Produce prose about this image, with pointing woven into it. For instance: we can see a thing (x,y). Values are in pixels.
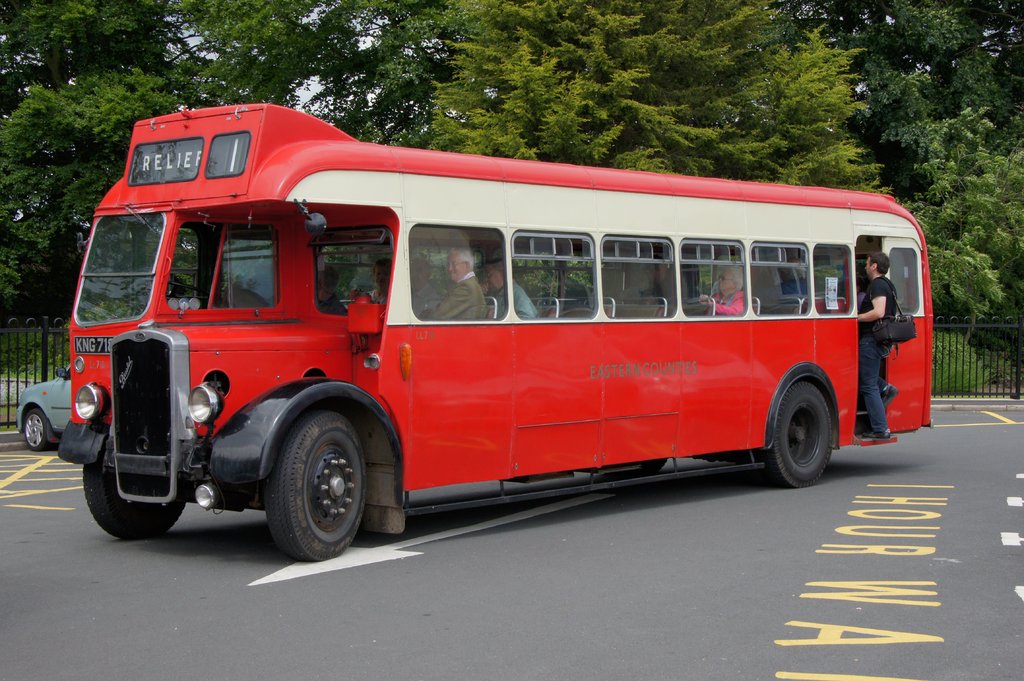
In this image we can see a bus (417,417) on the road (751,485). Inside the bus (566,292) there are few people (883,272). In the back (56,365) there is a car (41,385) and railing (60,334). Also there are trees (332,83).
